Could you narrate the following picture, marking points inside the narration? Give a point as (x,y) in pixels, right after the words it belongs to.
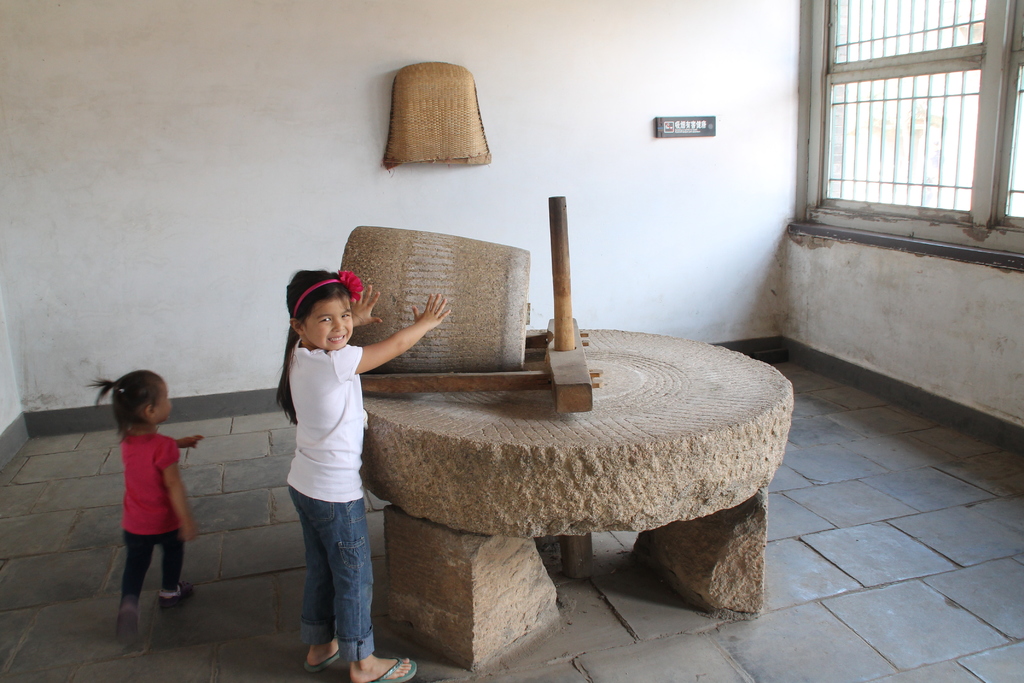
In this picture there are two girls (148,491) and we can see wooden object (557,288), stones (602,380) and floor (74,547). In the background of the image (535,109) we can see winnowing basket (462,80) and board (669,126) on the wall (738,65). We can see window (999,64).
